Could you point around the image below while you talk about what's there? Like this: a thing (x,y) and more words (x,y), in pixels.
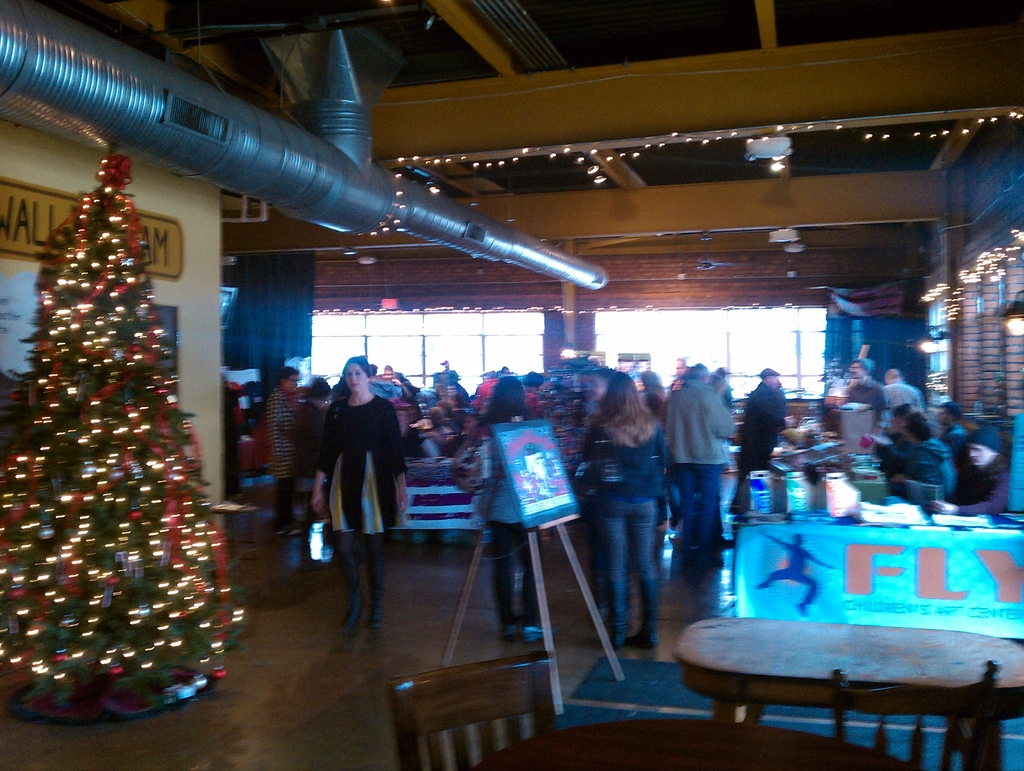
In this image, we can see persons (703,422) wearing clothes (746,414). There a banner (938,537) on the right side of the image (953,548). There are chairs (952,700) and tables (873,653) in the bottom right of the image (905,703). There is a Christmas tree (77,358) on the left side of the image (130,384). There is a pipe (284,143) in the top left of the image (330,177). There are lights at the top of the image (613,162).
